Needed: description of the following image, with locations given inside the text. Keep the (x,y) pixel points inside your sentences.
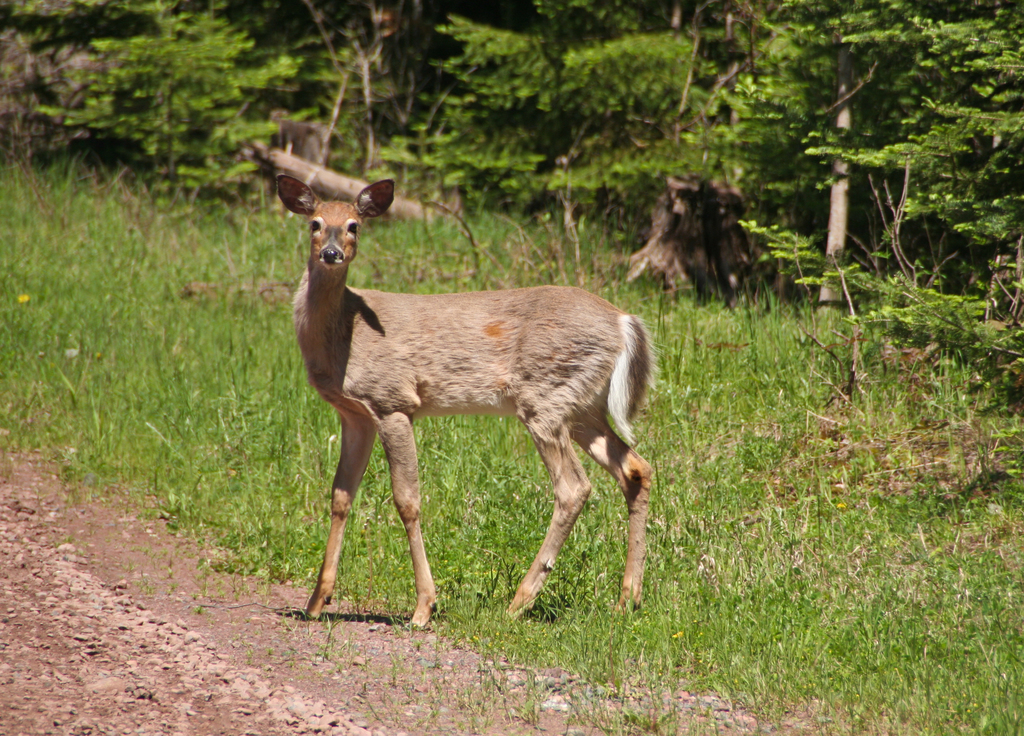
This picture is clicked outside the city. In the center (352,467) there is an animal (564,471) standing on the ground (466,601) and we can see the green grass (770,321), plants (861,342) and trees (684,112).
